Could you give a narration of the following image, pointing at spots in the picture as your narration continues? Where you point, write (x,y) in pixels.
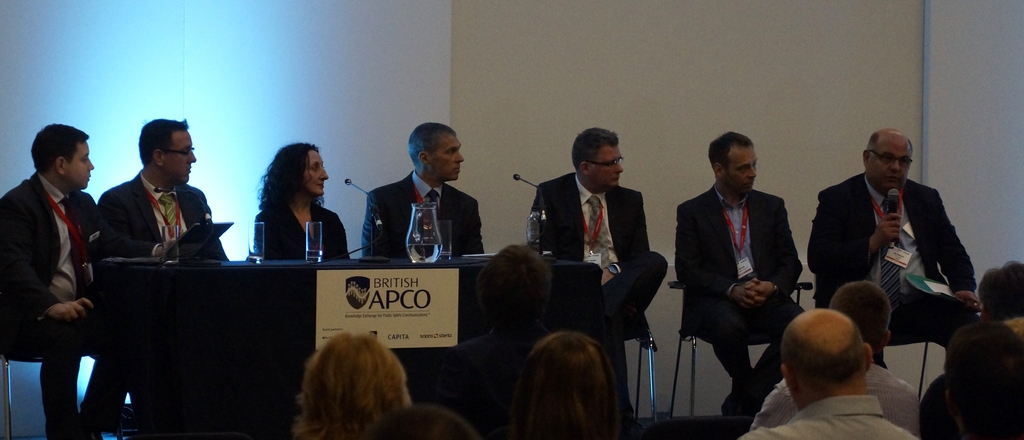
In this image we can see a group of people (963,354) are sitting in front of the stage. A group of people (1002,367) is listening a person (876,227). There are few objects (418,211) are placed on the table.
